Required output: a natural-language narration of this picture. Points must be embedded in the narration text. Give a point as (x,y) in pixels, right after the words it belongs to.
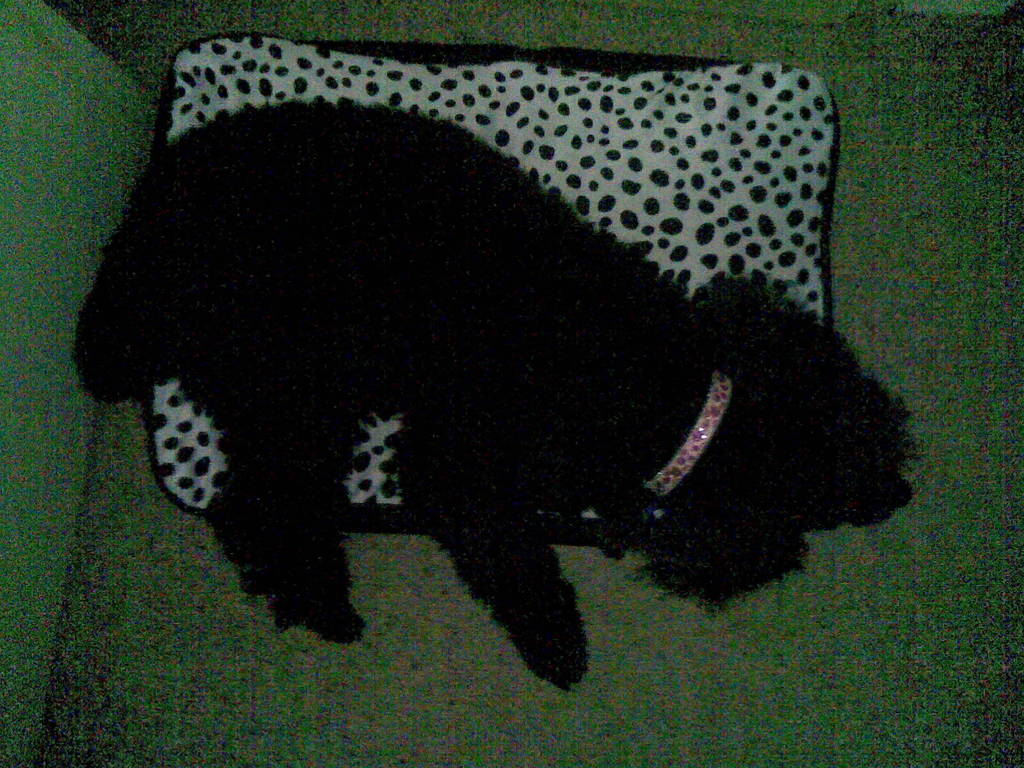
There is a black animal (263,506) laying on pillow (739,127) and we can see floor (950,476) and wall (25,484).
